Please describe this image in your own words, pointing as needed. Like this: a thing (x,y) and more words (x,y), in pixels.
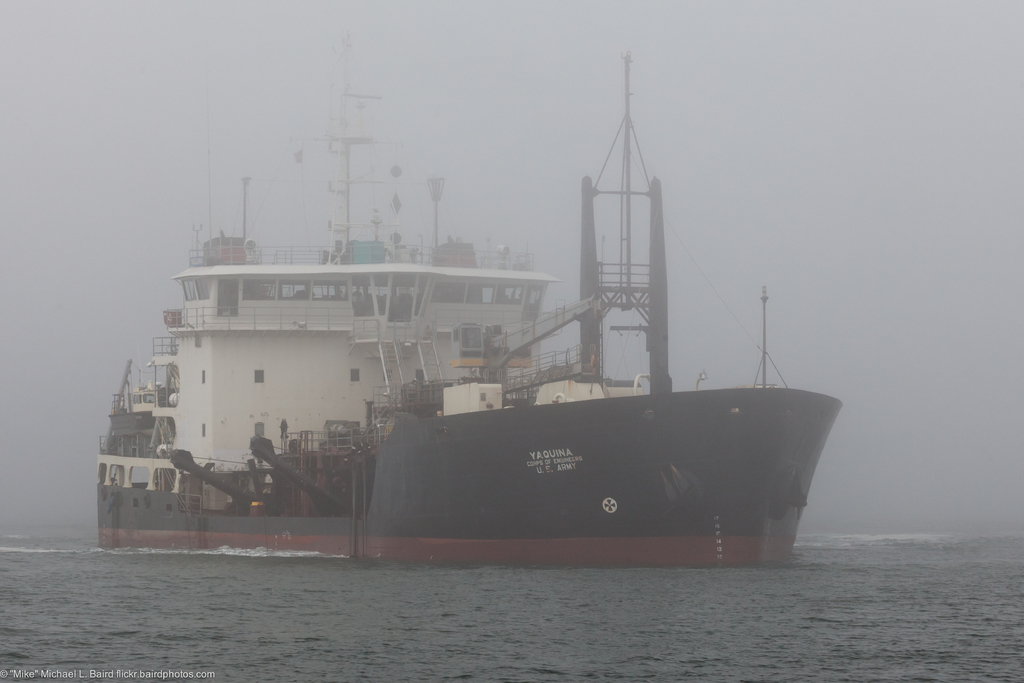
In the image there is a ship (201,501) sailing on the sea (444,579), there are different equipment (623,287) inside the ship (452,299) and the climate is very cool with fog (730,268).
